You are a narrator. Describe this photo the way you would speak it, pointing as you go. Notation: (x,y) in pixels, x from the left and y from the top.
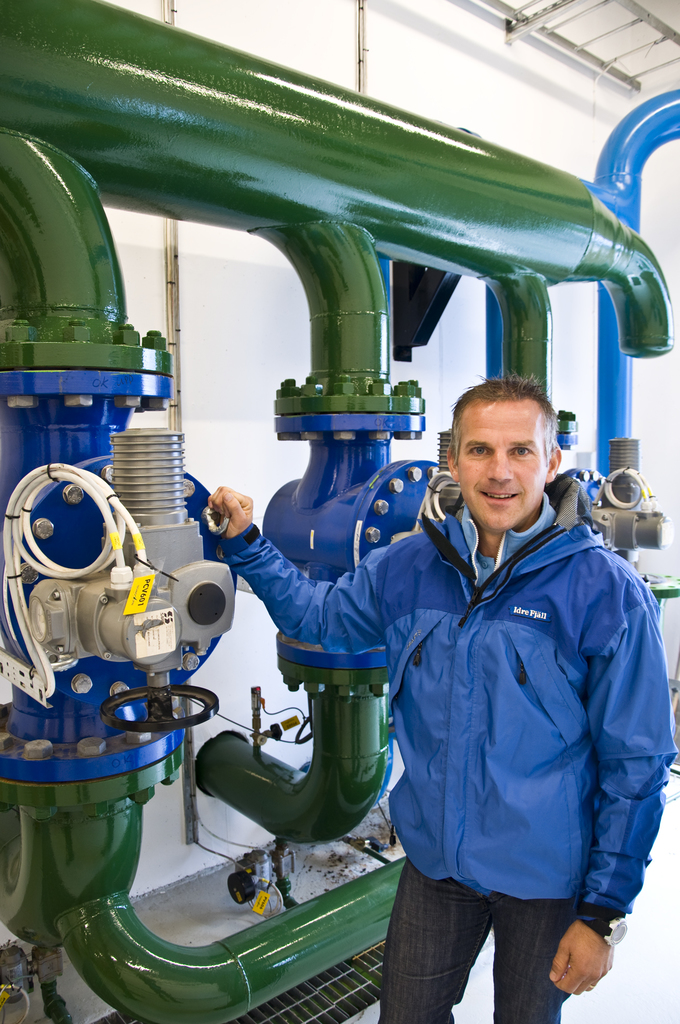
In the picture we can see a man (565,890) standing near the machinery (184,540) which is connected to the pipes (144,182) which are green in color and in the background (157,221), we can see a wall (239,617) and a person (250,581) is wearing a blue color jacket (556,720).
